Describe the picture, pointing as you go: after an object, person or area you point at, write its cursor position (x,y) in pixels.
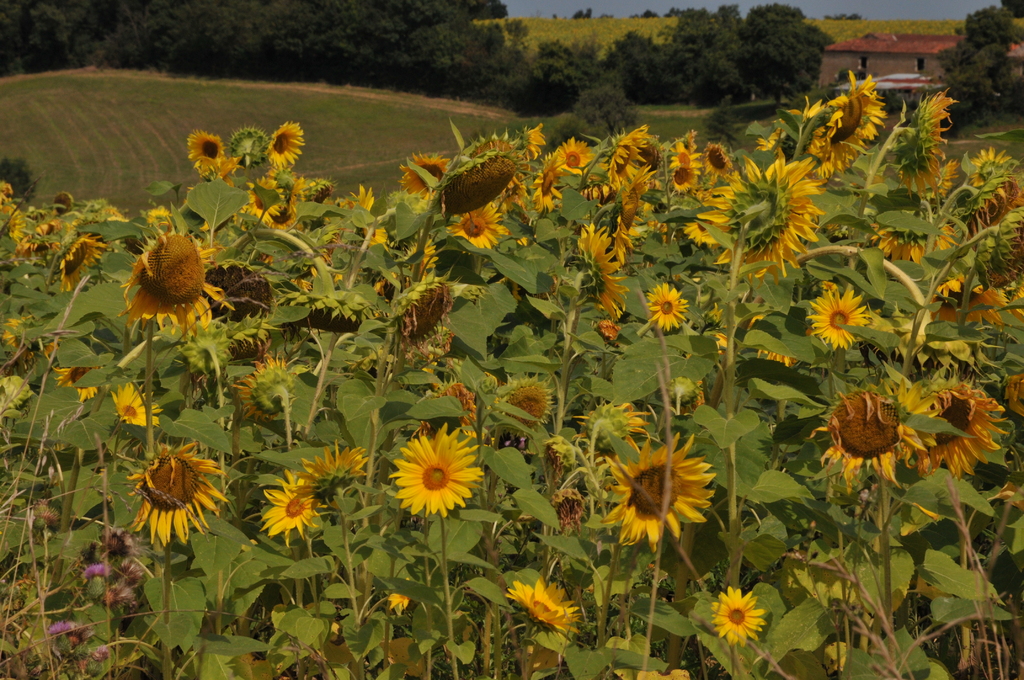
There are sunflowers (906,312), grass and trees (58,18) at the back (593,143). There is a building (883,44) at the right (895,51) back.
